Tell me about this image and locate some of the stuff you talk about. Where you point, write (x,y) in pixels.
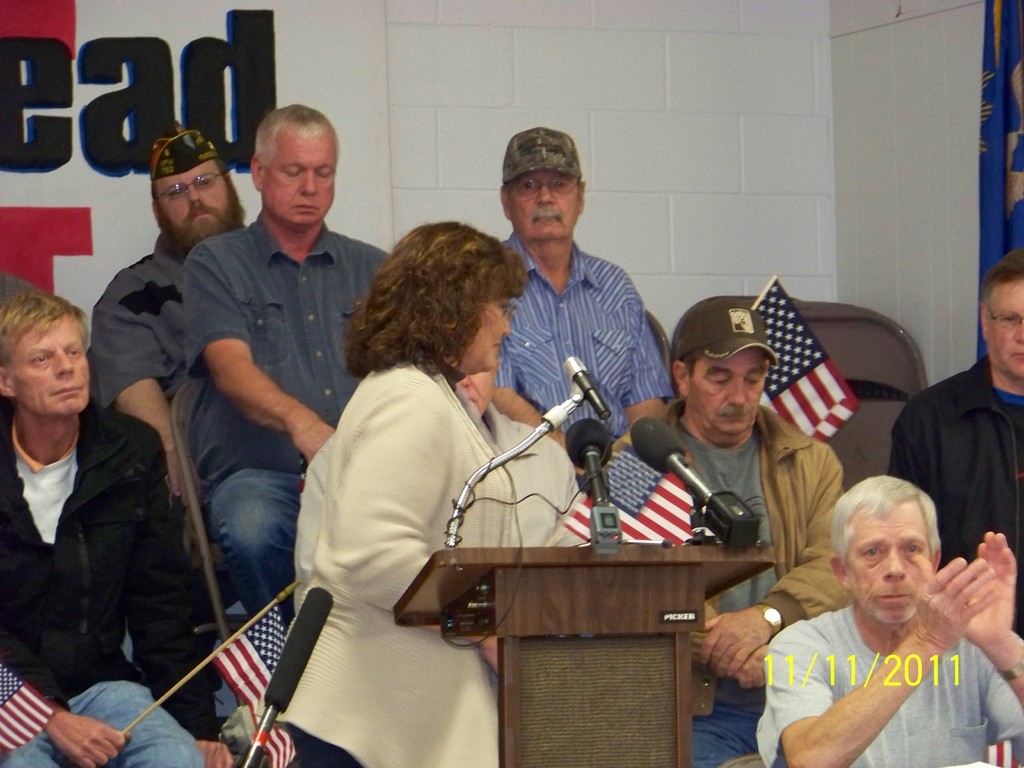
This woman (398,425) is standing in-front of this podium (606,604). On this podium (673,575) there are mics (645,427). This is an american flag (790,371). Few persons (79,478) are sitting on chair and holding american flag (253,652). A banner (319,77) on wall (416,71).
